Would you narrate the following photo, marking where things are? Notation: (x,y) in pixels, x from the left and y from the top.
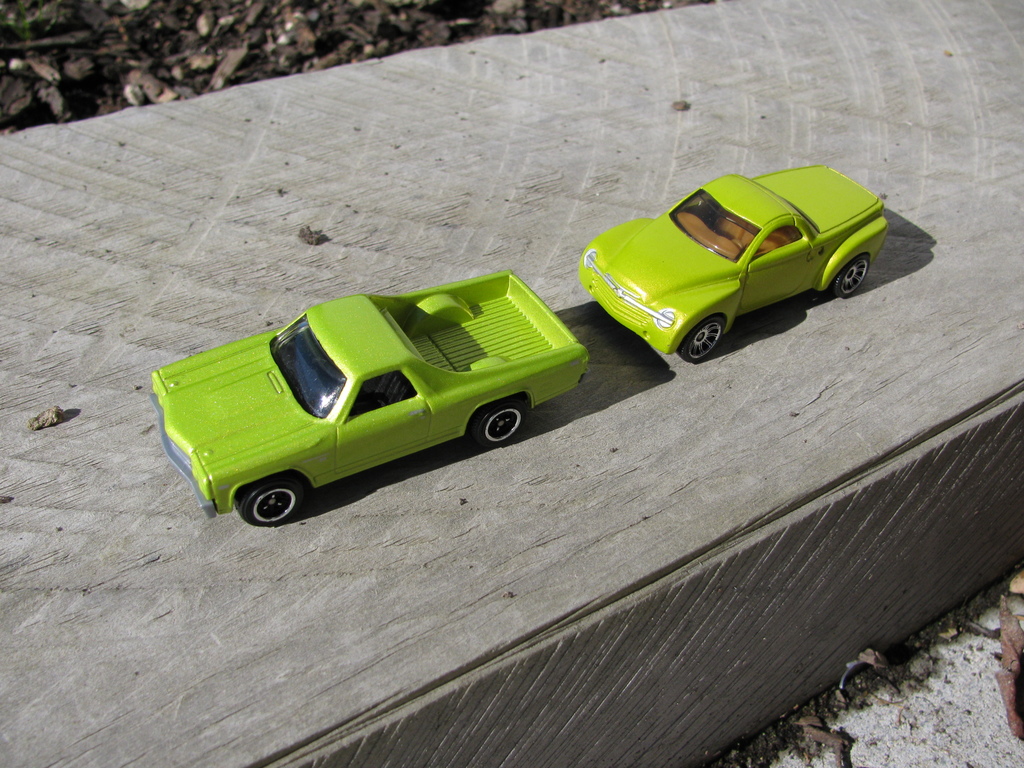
In the center of the image (365,422) we can see two toy cars (314,444) on the wooden beam (651,527). And we can see cars (786,265) are in green color.
